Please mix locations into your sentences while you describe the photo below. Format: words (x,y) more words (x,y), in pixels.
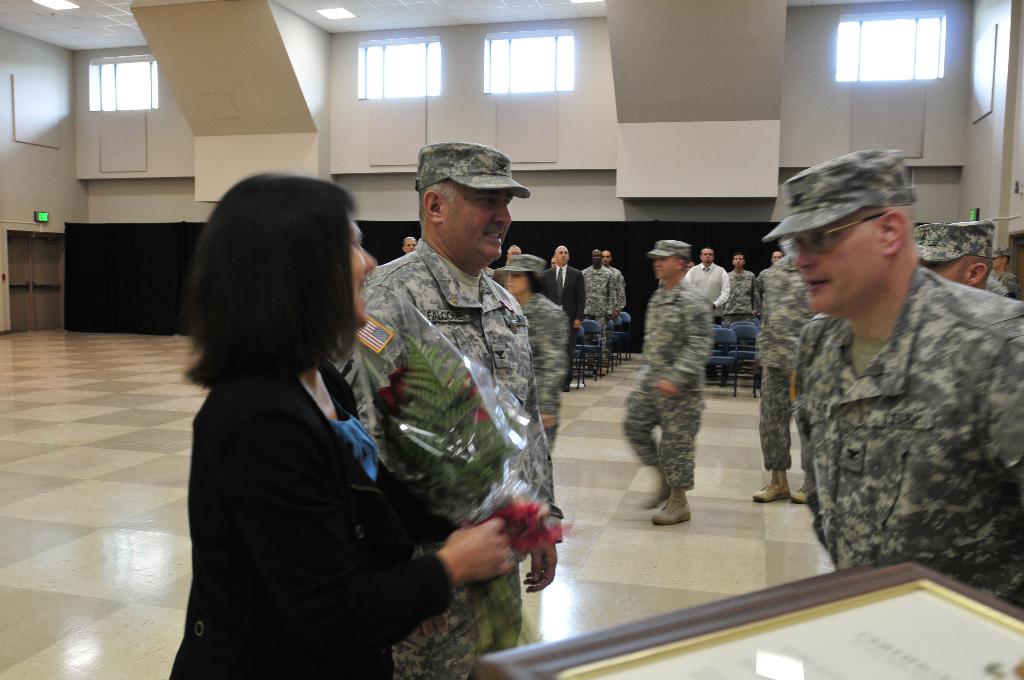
In this picture there are people (777,236), among the few persons (656,314) are standing and we can see chairs (597,325) on the floor (40,409). In the background of the image (54,246) we can see wall (15,170), door (41,260), board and windows (513,71). At the top of the image (405,14) we can see ceiling (391,12) and lights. In the bottom right side of the image (757,663) we can see frame (734,639).
